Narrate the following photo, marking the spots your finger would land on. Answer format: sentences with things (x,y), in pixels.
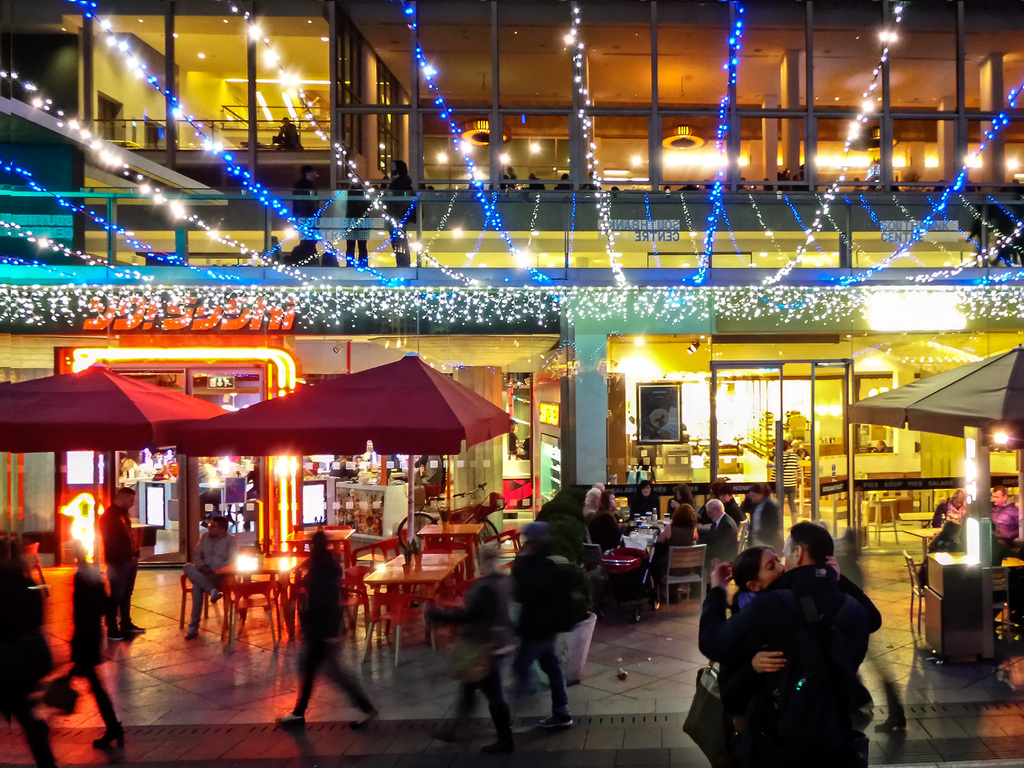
In this image we can see tents (276,398), tables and chairs (515,534). Few people (527,546) are walking. And few are sitting. And few are standing. In the back (368,337) there are buildings (561,392). Also there are light decorations (299,297).
